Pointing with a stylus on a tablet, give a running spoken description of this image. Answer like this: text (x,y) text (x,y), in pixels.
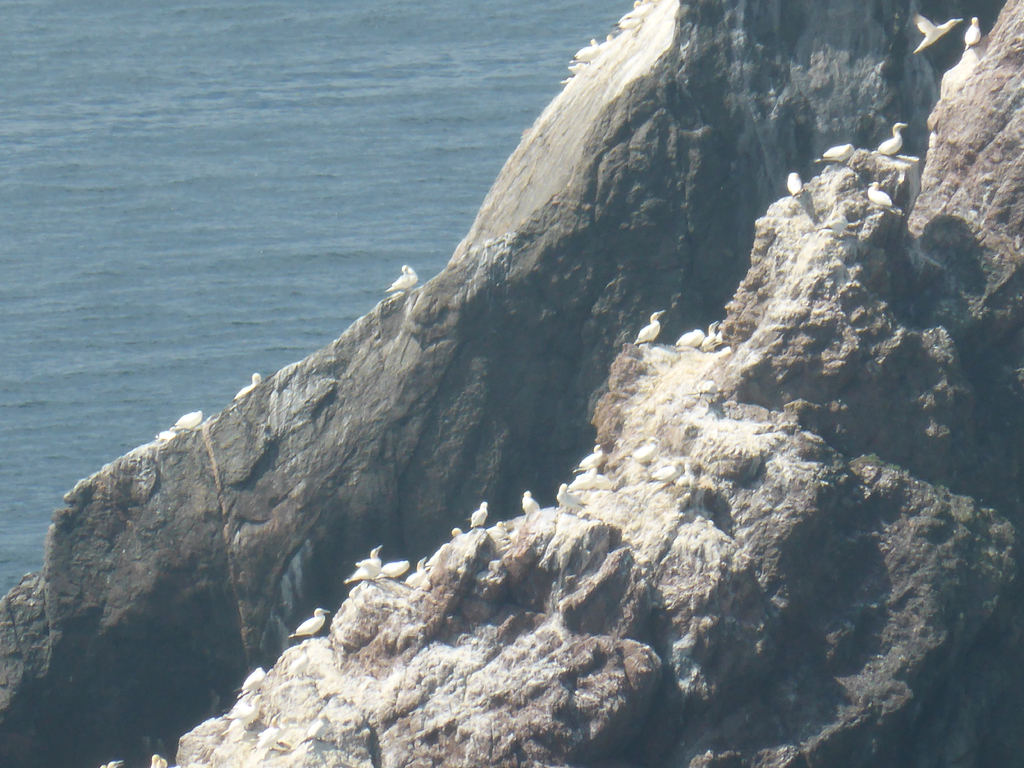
In this picture we can see birds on the rock hills (864,129). In the top right corner of the picture (918,20) can see a bird (924,38) flying. In the background (312,81) we can see water (170,62).
